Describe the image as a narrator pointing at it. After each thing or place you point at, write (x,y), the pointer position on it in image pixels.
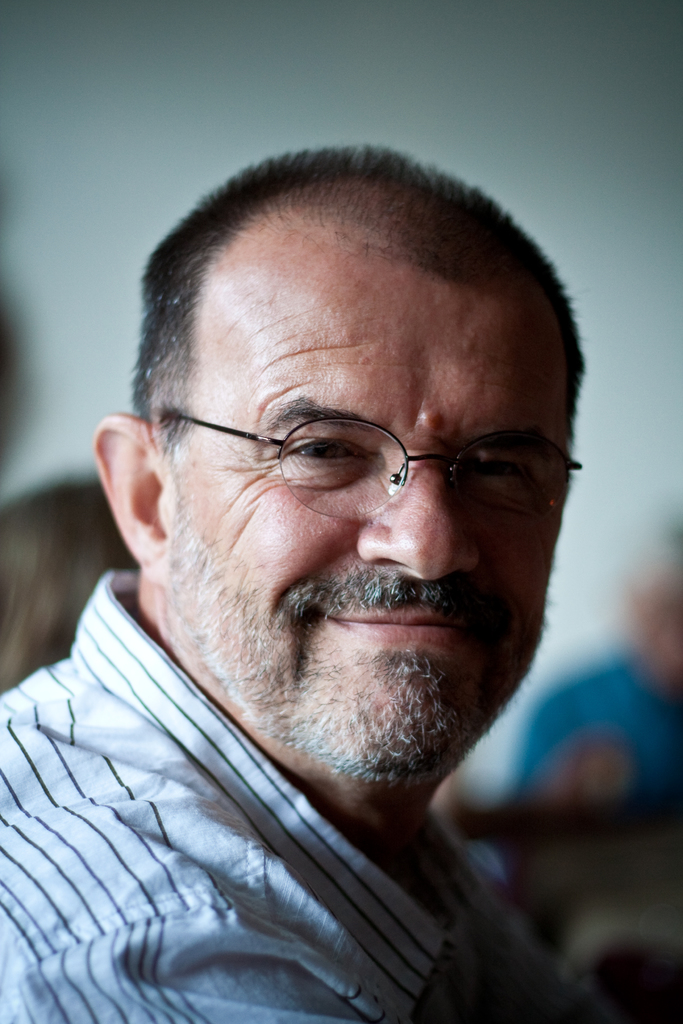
In this image we can see a person (280,641) wearing glasses (309,495) and the background (577,571) is blurry.
